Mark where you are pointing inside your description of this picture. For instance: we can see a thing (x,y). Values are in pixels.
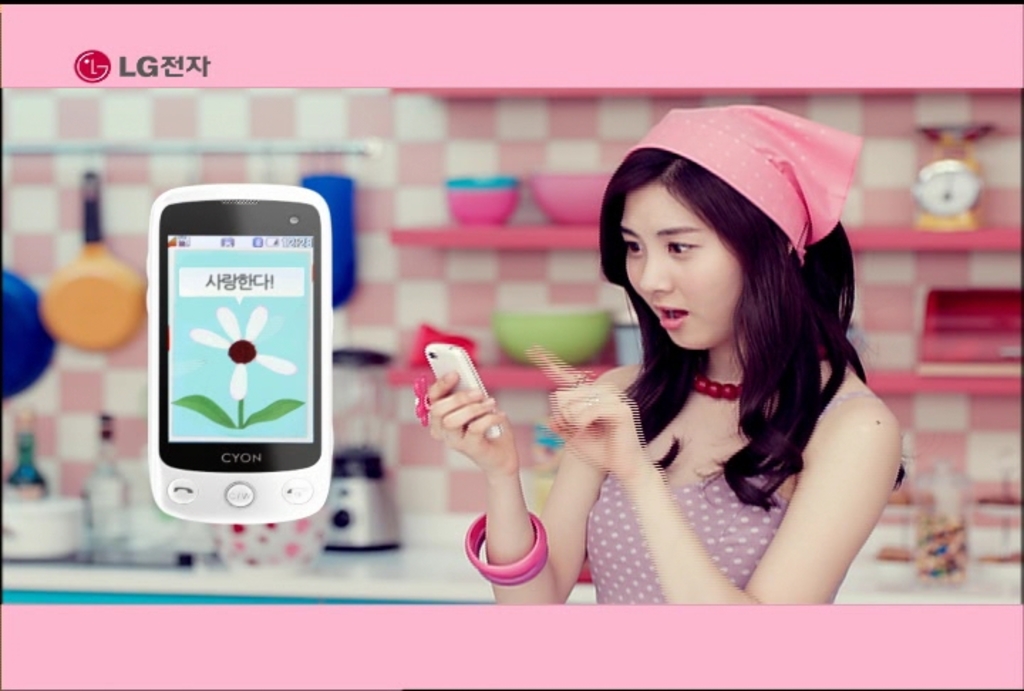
In this picture we can see a woman (585,384) looking into the phone (469,368). This is the mobile (320,406). And there is a flower (243,345) in that. And on the background (399,185) there is a wall (475,141). This is the rack (500,383), and these are the bowls (557,341). And there is a pan (67,298).
